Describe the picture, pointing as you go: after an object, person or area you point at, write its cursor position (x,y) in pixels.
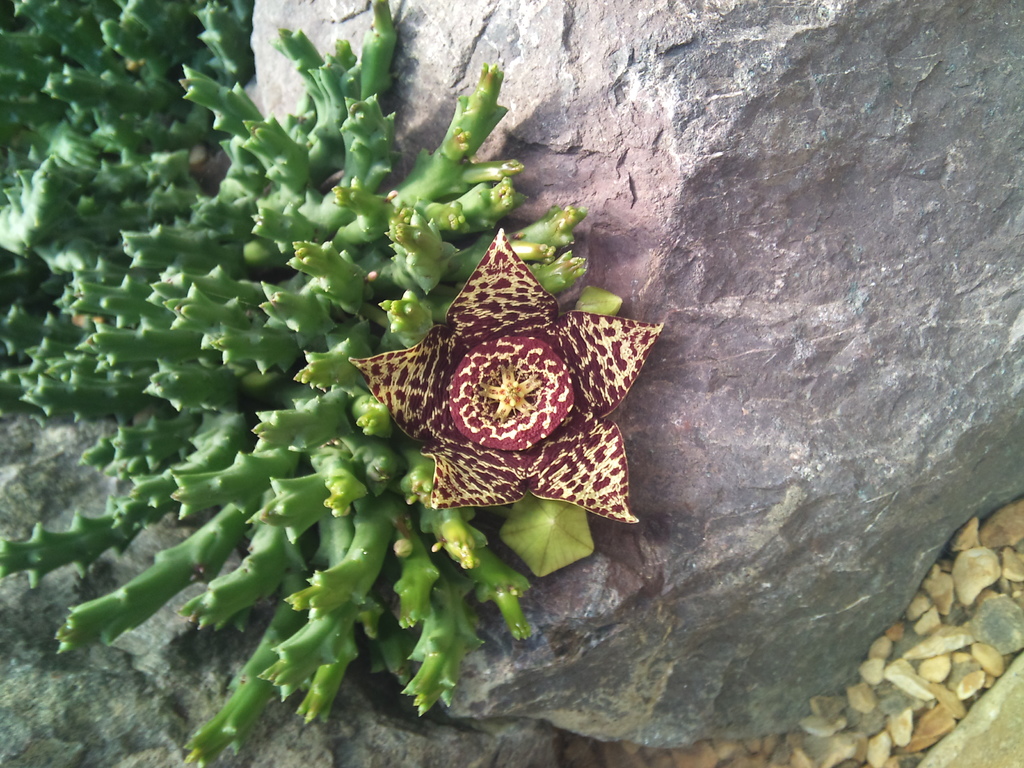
In this image we can see some plants (399,337) and a flower (449,410). We can also see the rock (785,578) and some stones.
